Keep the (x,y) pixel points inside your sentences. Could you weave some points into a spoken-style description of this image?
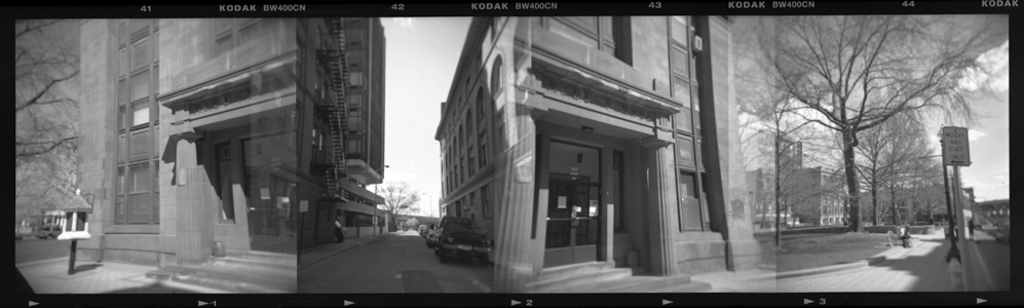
There are three images. In the first image, there is a pole (70,251) on the footpath (60,274), near a building (154,150) which is having glass door (282,210) and windows (134,96). In the background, there is a vehicle (39,230) on the road (31,240), near building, there are trees (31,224) and there is sky (62,126). In the second image, there are vehicles (477,244) on the road (433,263). On both sides of the road (382,259), there are buildings (349,161). In the background (399,167), there are trees (390,194) and there is sky (407,72). In the third image, on the left side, there are trees (901,185) and grass (856,252) on the ground (811,263), near a footpath (911,247), on which, there are poles (962,203), which is near a road (997,255), on which, there is a person (969,224). In the background (986,201), there are buildings (788,192) and clouds (971,135) in the sky (977,136).
